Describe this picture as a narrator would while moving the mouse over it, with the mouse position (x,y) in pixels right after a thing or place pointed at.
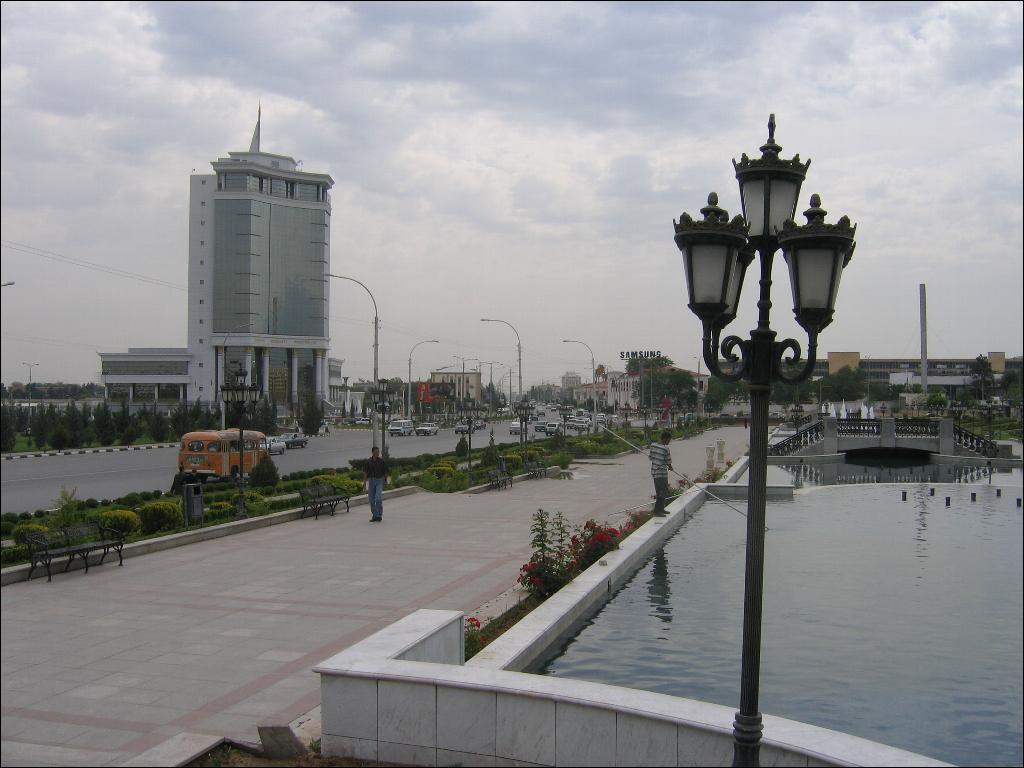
In this image there are vehicles (231,468) on a road (355,445), on either side of the road (336,448) there are plants (209,495) and light poles (470,408), in the background (246,317) there is a building (258,308) and the sky (118,102), on the right side (940,735) there is a light pole (768,237) and a fountain (849,461).
